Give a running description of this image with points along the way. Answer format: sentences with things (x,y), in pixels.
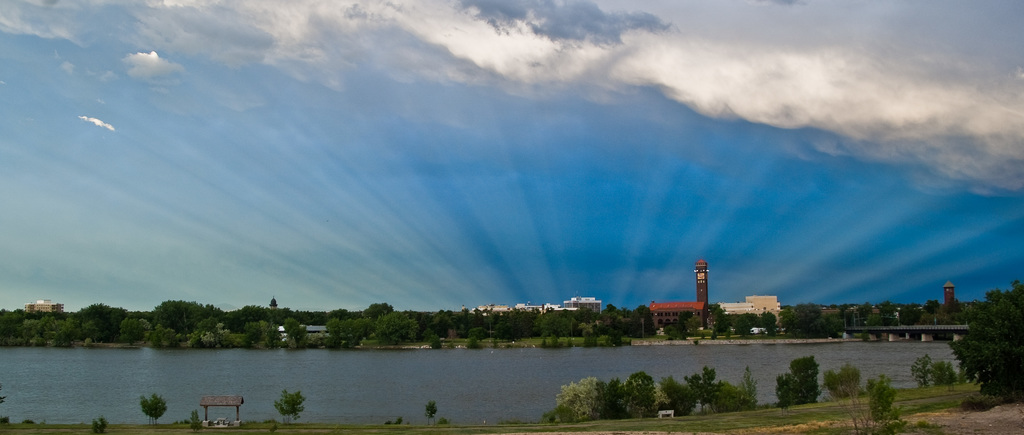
At the bottom of the image (661,352) we can see some trees (1005,339), grass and water (55,371). In the middle of the image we can see some trees (89,316) and buildings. At the top of the image (363,6) we can see some clouds (229,41) in the sky (601,29).
